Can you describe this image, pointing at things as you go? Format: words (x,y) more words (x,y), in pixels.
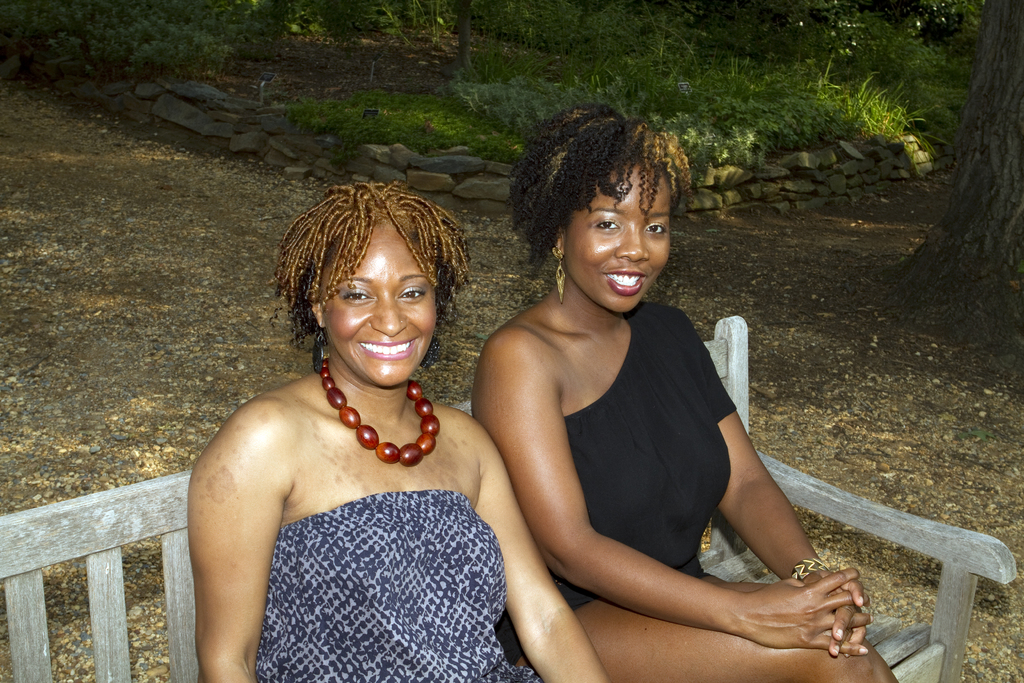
In this picture we can see two ladies (547,500) one among them in blue color and other in black color sitting on the bench (126,487) and behind them there are some plants (530,87), trees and stones (909,139).
